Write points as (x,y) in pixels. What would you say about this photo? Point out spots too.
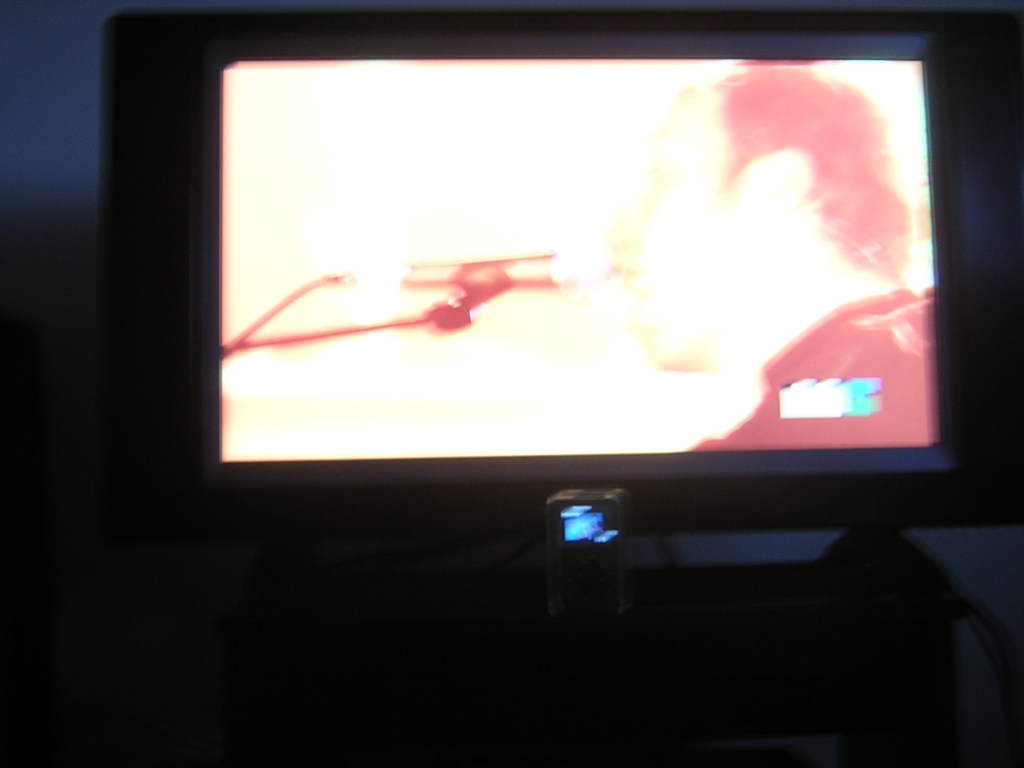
In this image I can see the screen (451,397) on the table (670,652). In the screen (492,342) I can see the person (717,342). And there is a blue background (2,145).
